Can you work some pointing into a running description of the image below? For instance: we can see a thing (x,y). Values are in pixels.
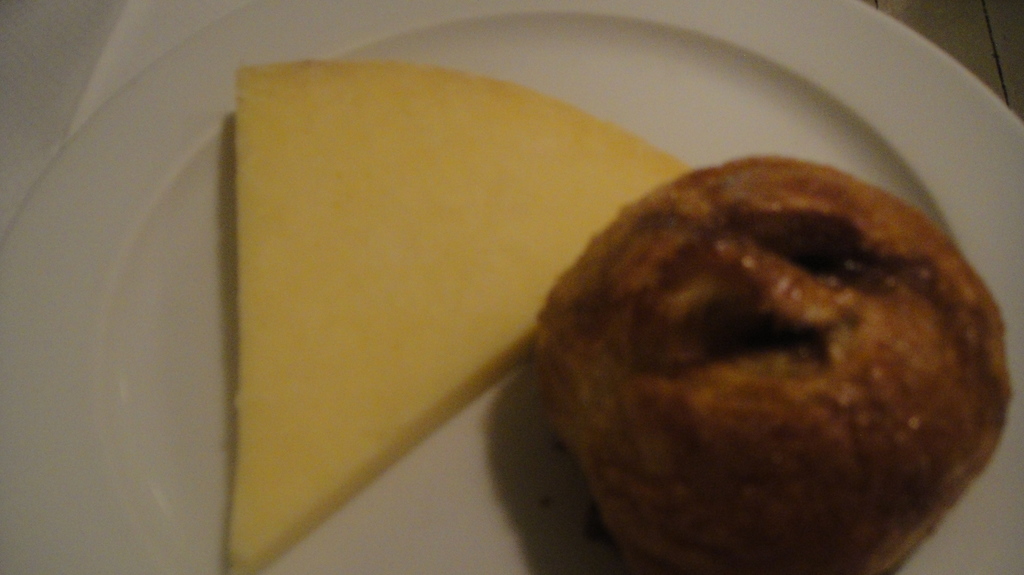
This is a zoomed in picture. In the center (363,258) we can see a white color platter (1023,335) containing some food items (542,300) which seems to be placed on the top of the table (909,20).
